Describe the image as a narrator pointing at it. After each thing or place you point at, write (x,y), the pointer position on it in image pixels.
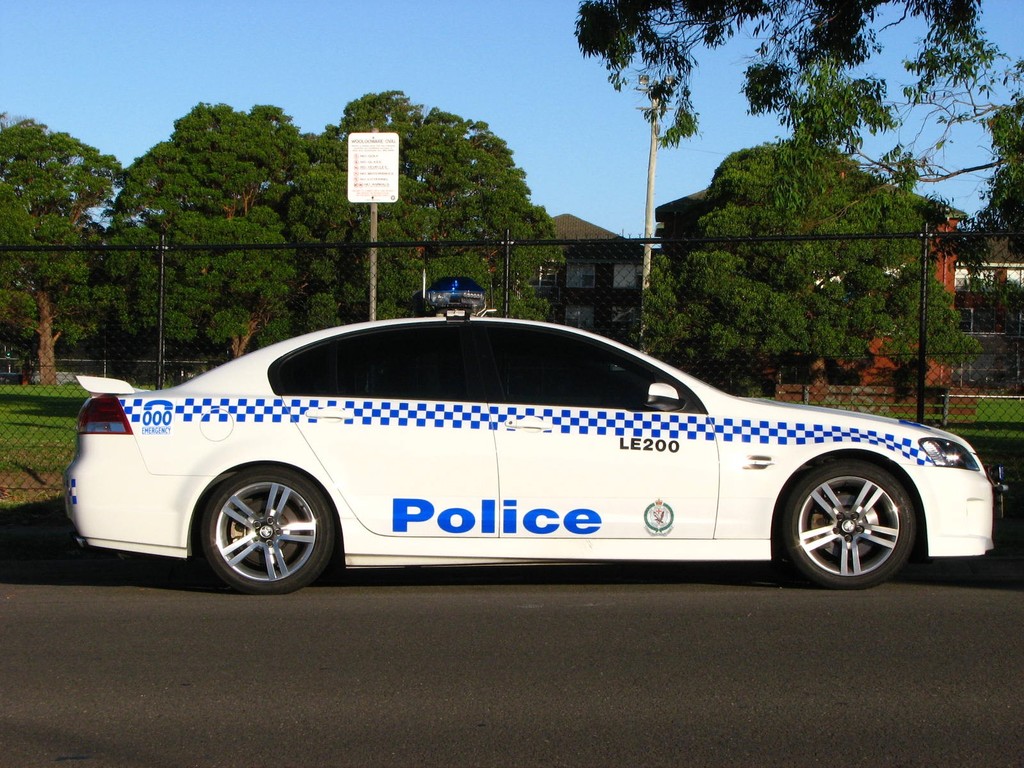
We can see car (333,482) on the road (224,666), behind this car (382,385) we can see fence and board (366,164) on pole (370,220). In the background (293,187) we can see trees (541,215), grass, houses (990,313) and sky (510,92).
